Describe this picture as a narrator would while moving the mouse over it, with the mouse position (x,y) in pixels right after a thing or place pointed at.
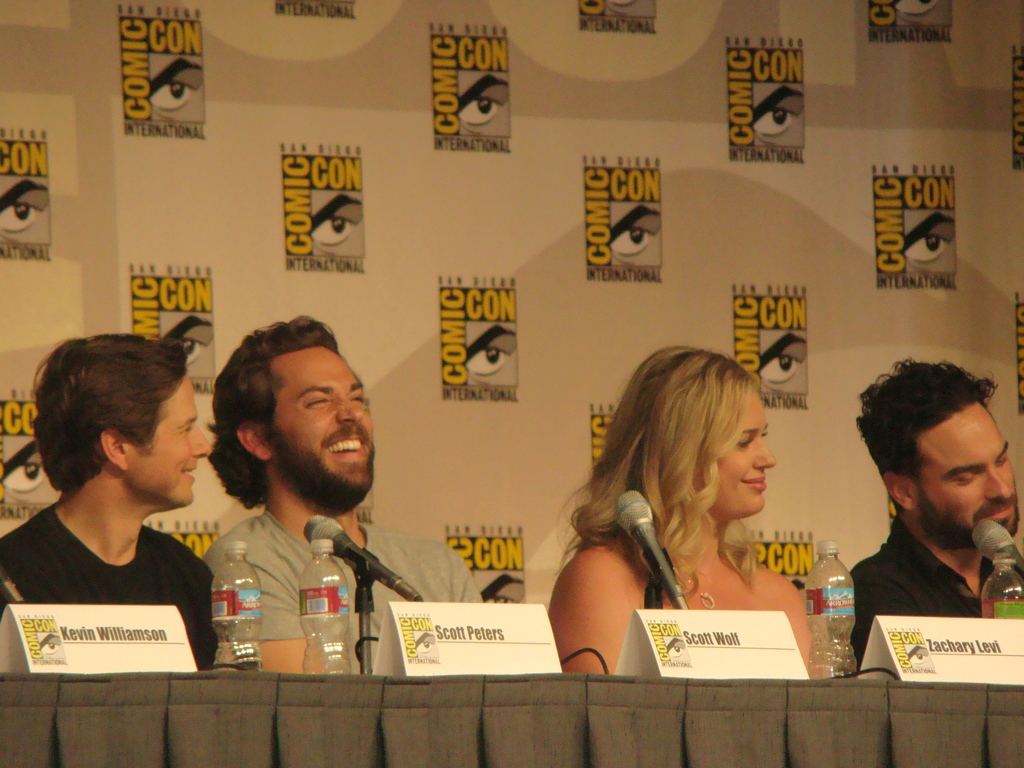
In this picture I can see four persons (703,523) sitting, there are mikes (359,653), bottles (843,626) and nameplates (680,654) on the table (358,673), and in the background (639,43) there is a board (341,263).
